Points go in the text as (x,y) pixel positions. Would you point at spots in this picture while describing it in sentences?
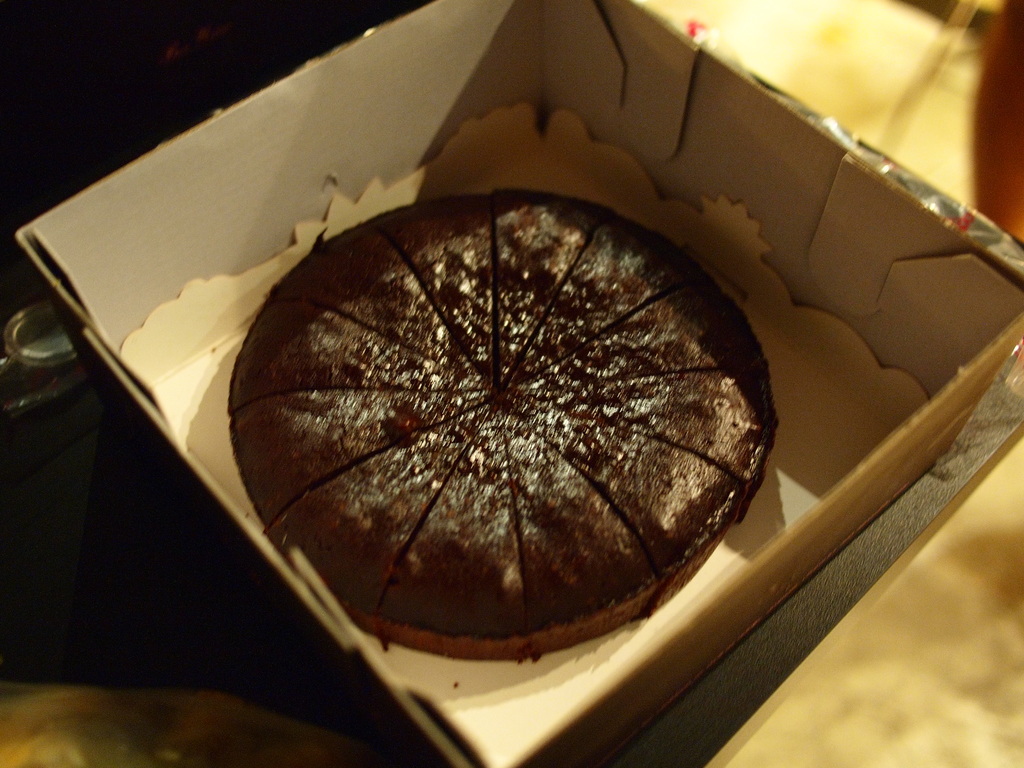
In this image I see a box (832,538) in which there is a cake (340,398) which is of dark brown in color and I see it is dark over here and this box (368,47) is on the cream color surface (827,757).
